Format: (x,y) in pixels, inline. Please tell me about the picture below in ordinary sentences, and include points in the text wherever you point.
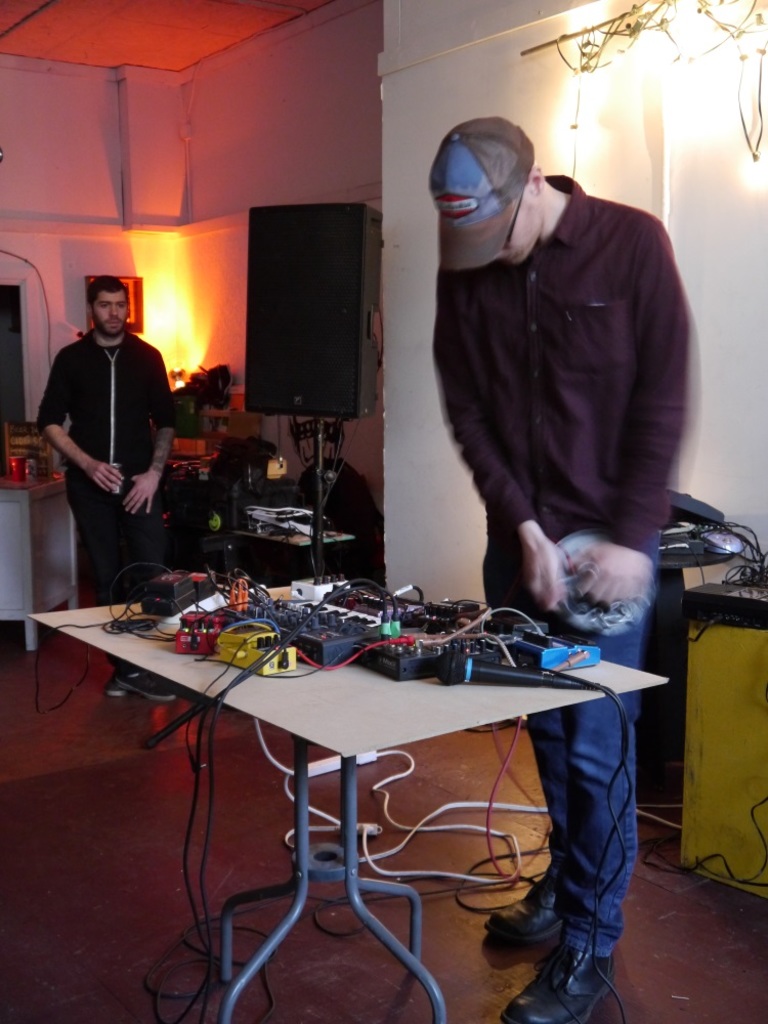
This man (575,411) is standing and wore cap (470,218). In-front of this man (554,576) there is a table (379,680), on a table (368,680) there are electronic devices (291,611). Far this man (115,427) is standing. On this table (8,513) there are things (304,513). This is speaker (328,319) with stand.
